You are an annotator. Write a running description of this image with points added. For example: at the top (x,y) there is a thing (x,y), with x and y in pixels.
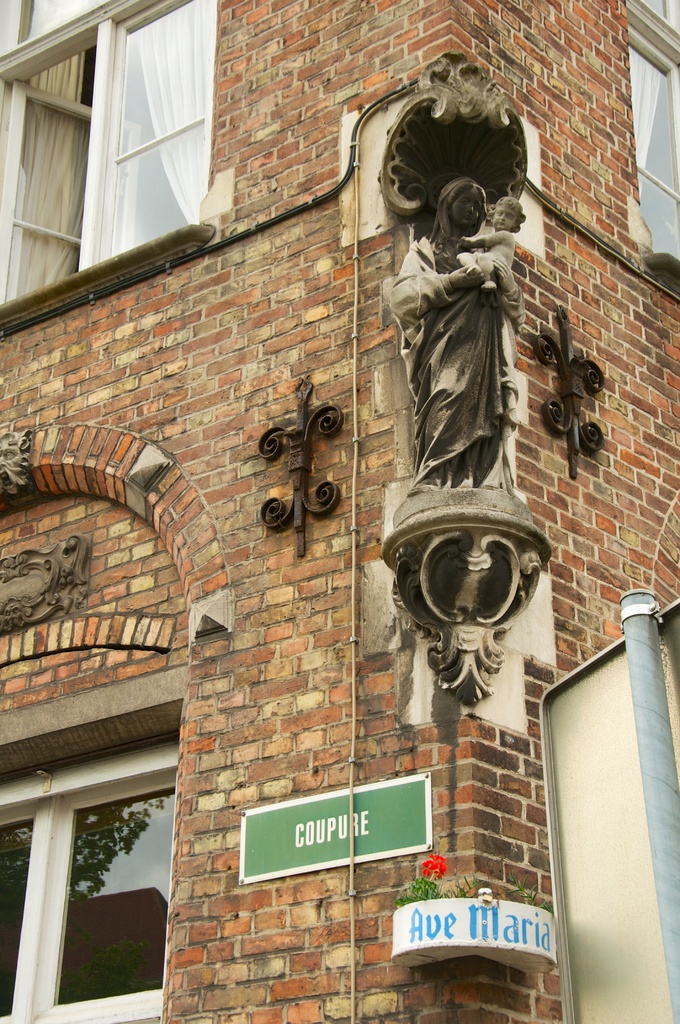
In the image I can see a building (337,364). In the middle of the image (443,446) I can see the statue (417,386). At the bottom of the image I can see some text (308,855). On the left (105,151) and right side of the image (650,176) I can see windows (650,176).
